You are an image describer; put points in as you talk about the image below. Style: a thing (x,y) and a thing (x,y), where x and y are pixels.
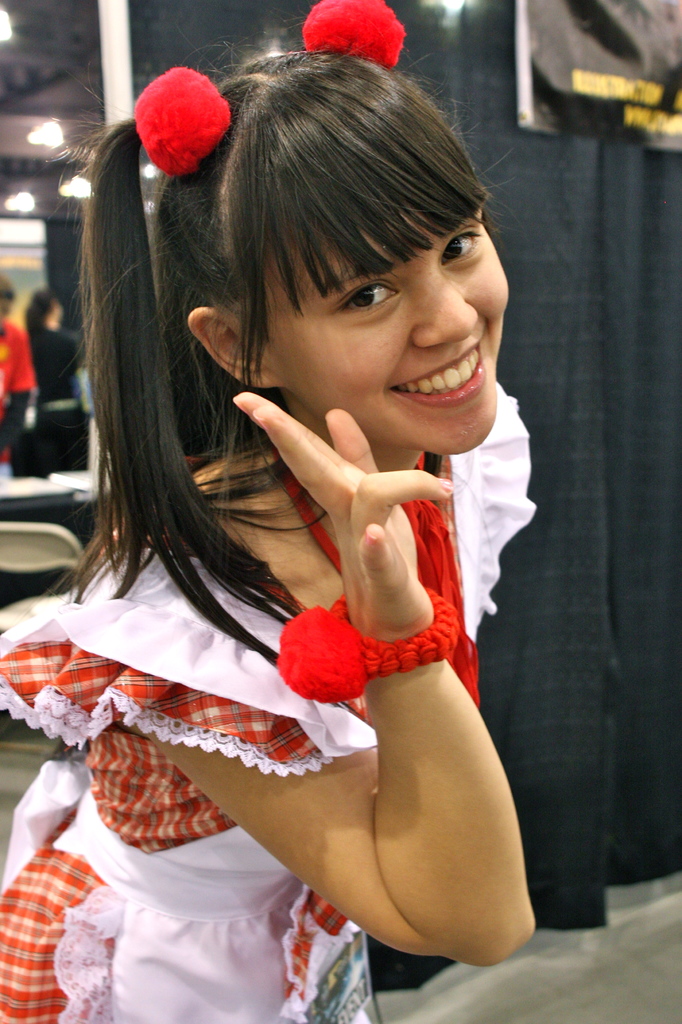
In this image we can see a woman (143,978) and she is smiling. In the background (630,600) we can see a banner (619,0), cloth (596,624), pole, chair (18,541), people (39,312), lights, and few objects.
